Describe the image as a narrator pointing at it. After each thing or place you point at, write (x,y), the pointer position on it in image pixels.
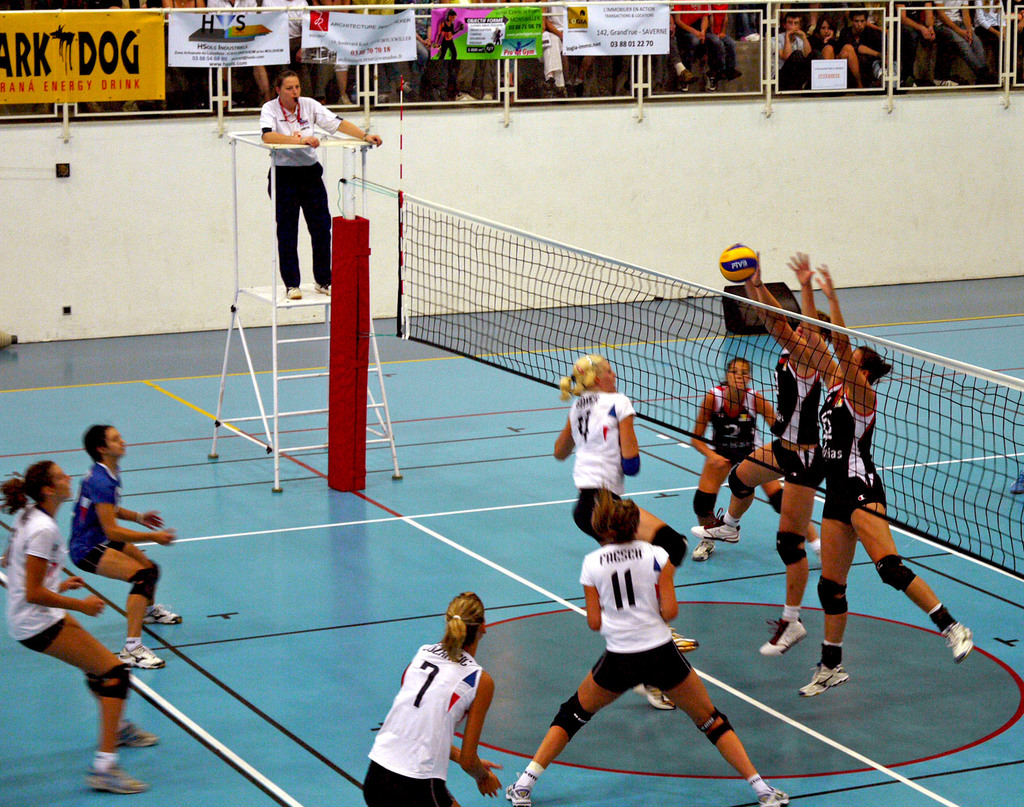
In this image we can see the players (788,419) playing. We can also see the ball (723,256), net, court (398,512), wall (452,139) and also the banners (645,51). We can also see the railing (1001,8). There is a person (305,166) standing on the ladder (308,147). We can also see the people (812,59).
